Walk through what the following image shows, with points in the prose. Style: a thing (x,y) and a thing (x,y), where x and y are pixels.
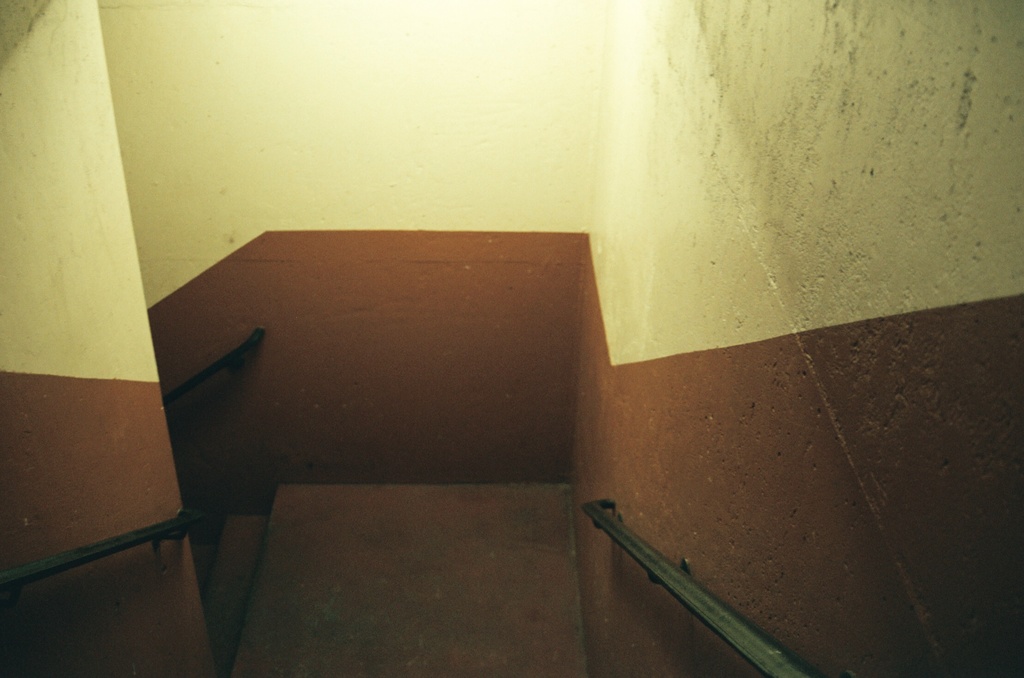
In this image there are stairs (289,596). On the left (162,537) and right side of the image (755,643) there are metal rods (619,538) attached to the wall (566,274).
